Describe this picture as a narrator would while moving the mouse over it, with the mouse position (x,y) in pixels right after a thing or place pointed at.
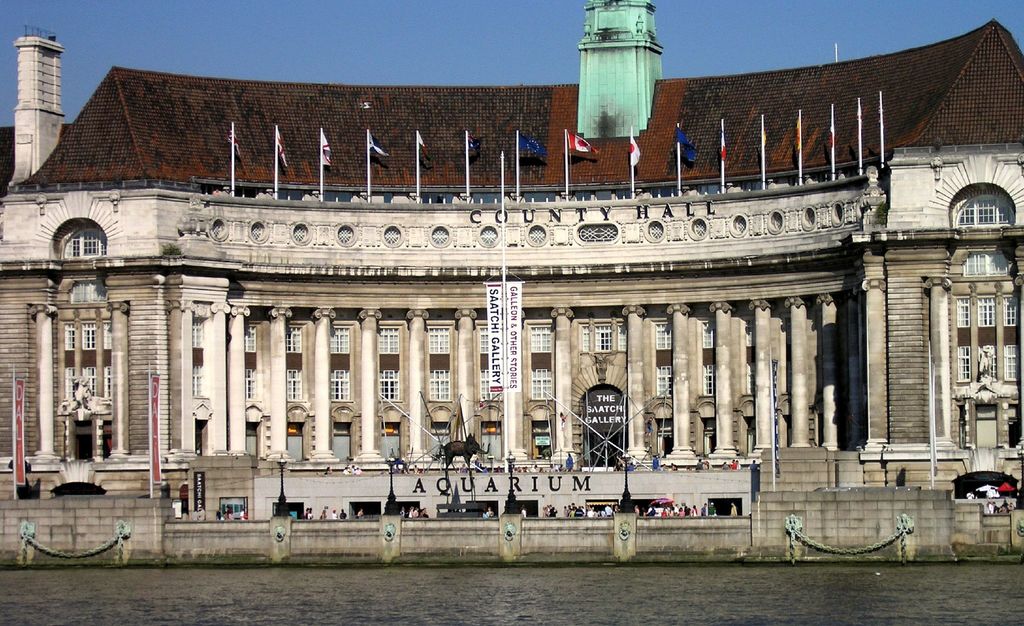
In this image I can see a building (476,381). There are few persons (687,516). I can see few flags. At the bottom (664,613) it is looking like a water surface (117,596). At the top (91,56) I can see the sky (756,55).
